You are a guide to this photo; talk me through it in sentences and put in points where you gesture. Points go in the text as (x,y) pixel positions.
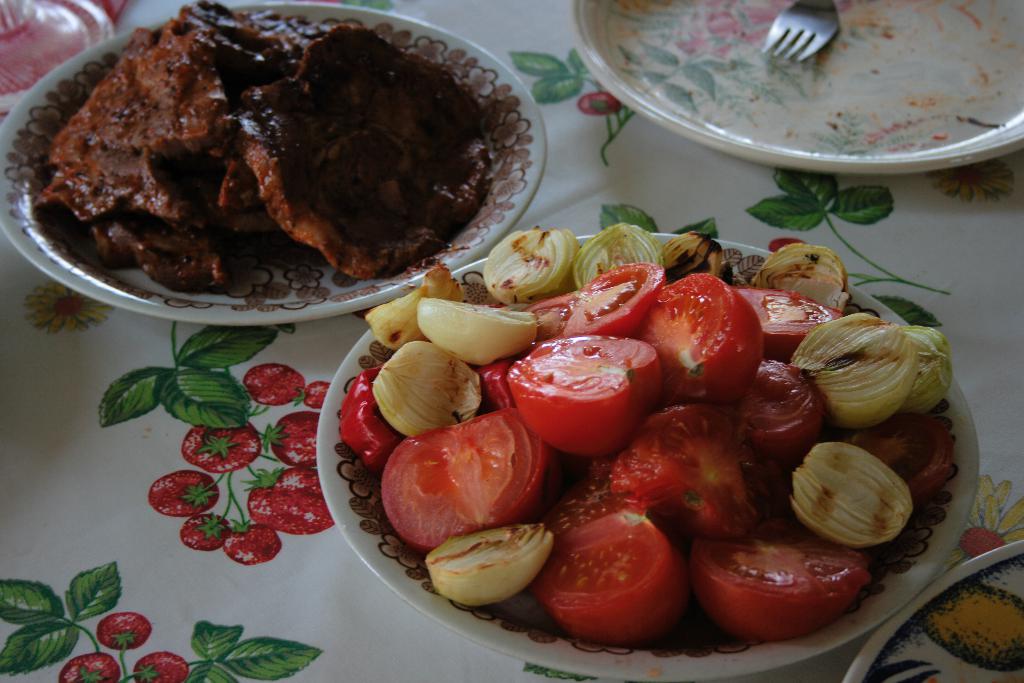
In the picture we can see a table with table cloth (176,613) on it, we can see three plates (812,166), in one plate (594,652) we can see some slices (890,439) of tomatoes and onions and in the other plate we can see some slices (172,193) of fried meat (344,226) and another plate (673,97) with a fork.
